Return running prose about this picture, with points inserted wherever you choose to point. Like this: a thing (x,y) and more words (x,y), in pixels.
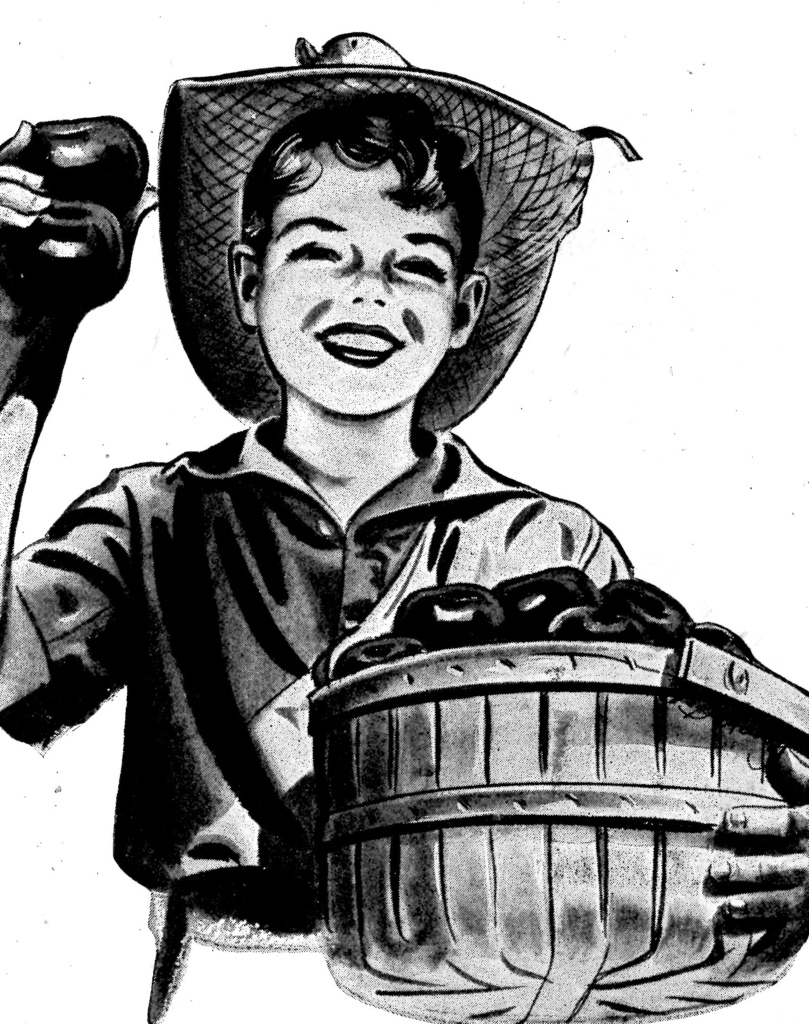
This is a painting and in this painting we can see a person (265,243) holding a basket (462,660) with apples (659,617) in it and two apples (97,145) with his hands (768,837) and smiling.
